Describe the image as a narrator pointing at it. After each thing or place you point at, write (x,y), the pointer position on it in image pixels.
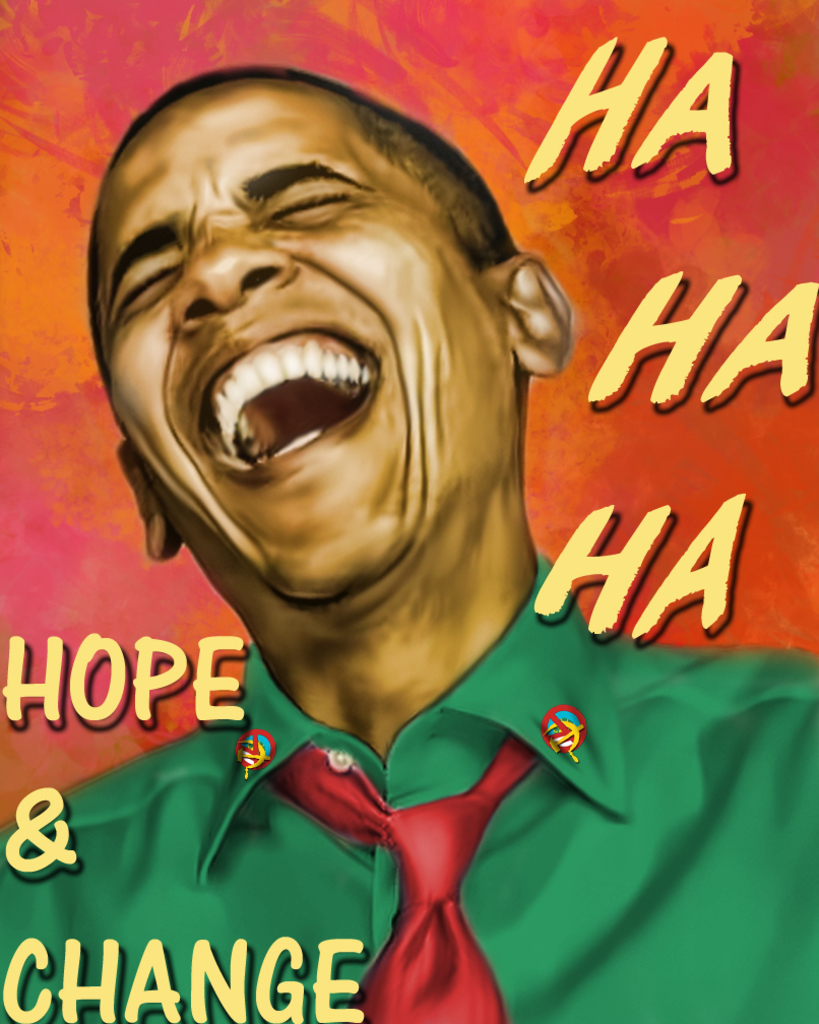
In this image, this looks like a painting (519,767) on a poster (563,878). I can see a person (454,719) laughing. These are the letters (16,857) on the poster (623,482). The background (179,22) looks orange and pink in color.
